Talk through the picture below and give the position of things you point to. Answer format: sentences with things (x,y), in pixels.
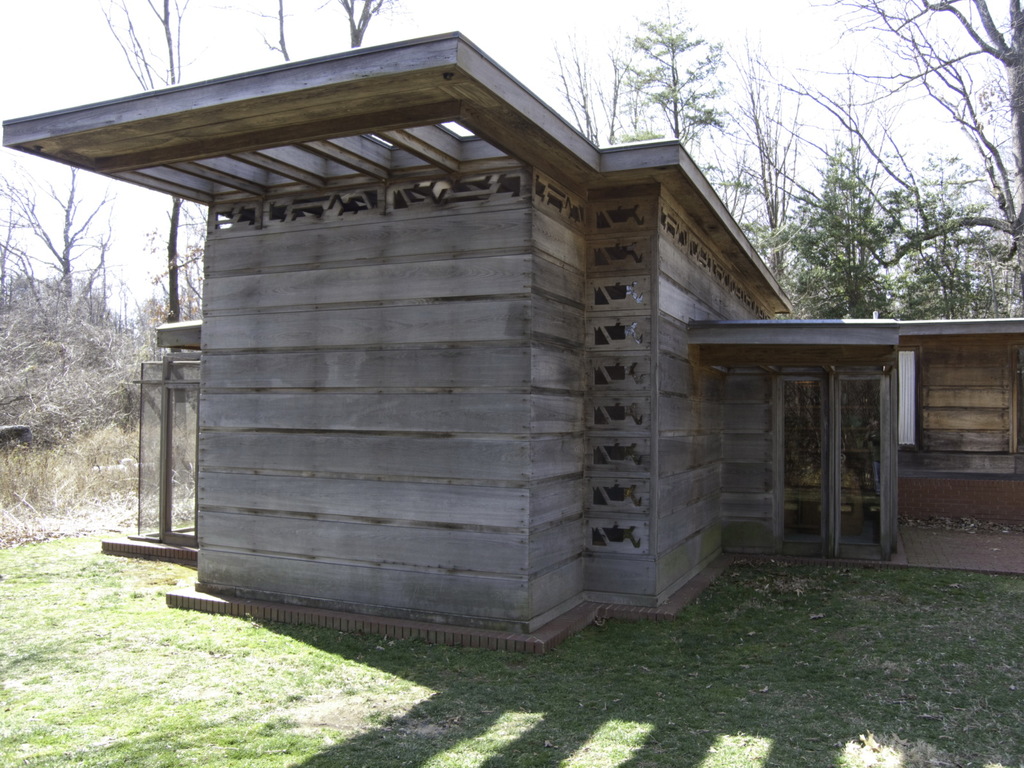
In this image there is a wooden house (555,428) in the middle (554,413). In the background (907,249) there are trees (285,42). On the ground (648,672) there is grass (787,700). At the top (835,32) there is the sky (855,33).
